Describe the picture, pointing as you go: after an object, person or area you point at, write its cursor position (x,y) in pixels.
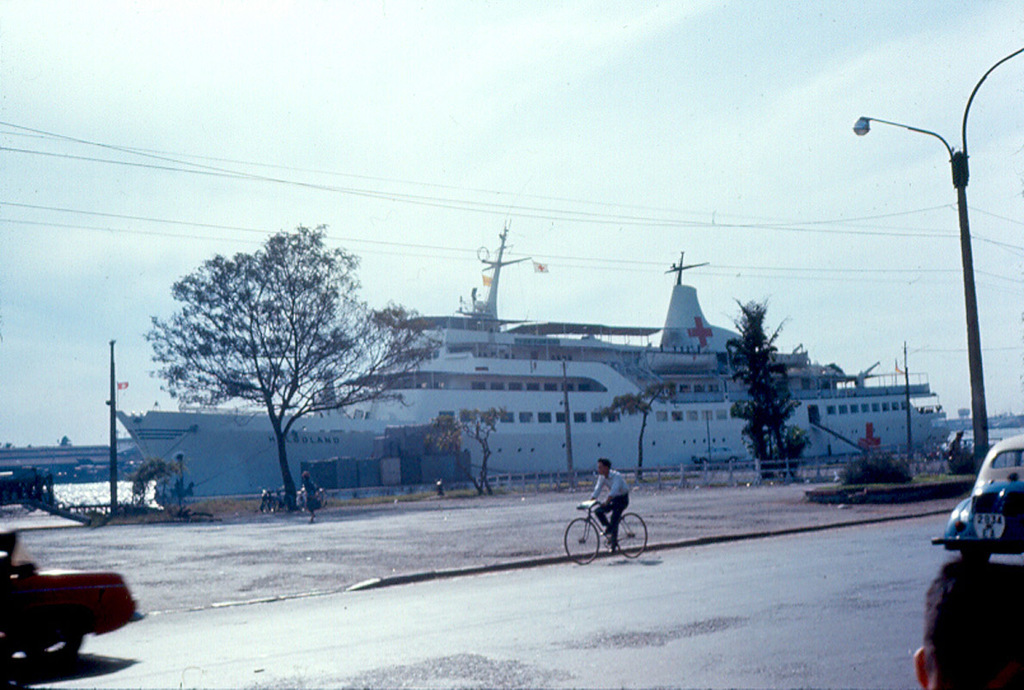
In this image we can see a ship (699,396), water (91,483), sky (58,332) with clouds (261,205), cables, street poles (979,446), street lights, trees (751,321), motor vehicles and a person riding bicycle (610,548) on the road (362,527).
